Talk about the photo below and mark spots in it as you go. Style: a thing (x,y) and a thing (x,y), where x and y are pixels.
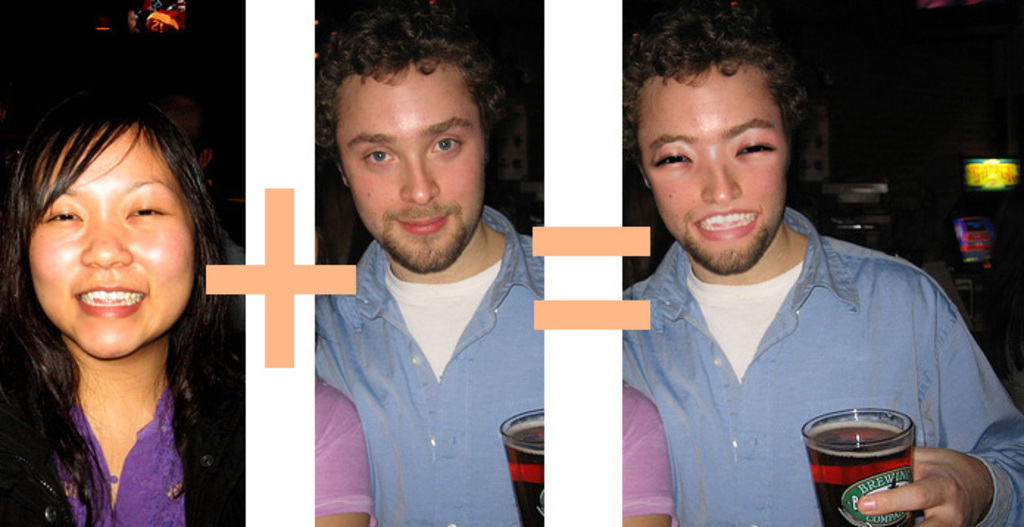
There is a woman (140,199) she is wearing an purple color dress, she is smiling and has dark hair (39,206). and there is a person (411,83) who is wearing a blue color shirt (458,377), and he is smiling. there is a person (666,303) who is smiling he is catching a glass (882,434) of beer (890,449) in his hand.
